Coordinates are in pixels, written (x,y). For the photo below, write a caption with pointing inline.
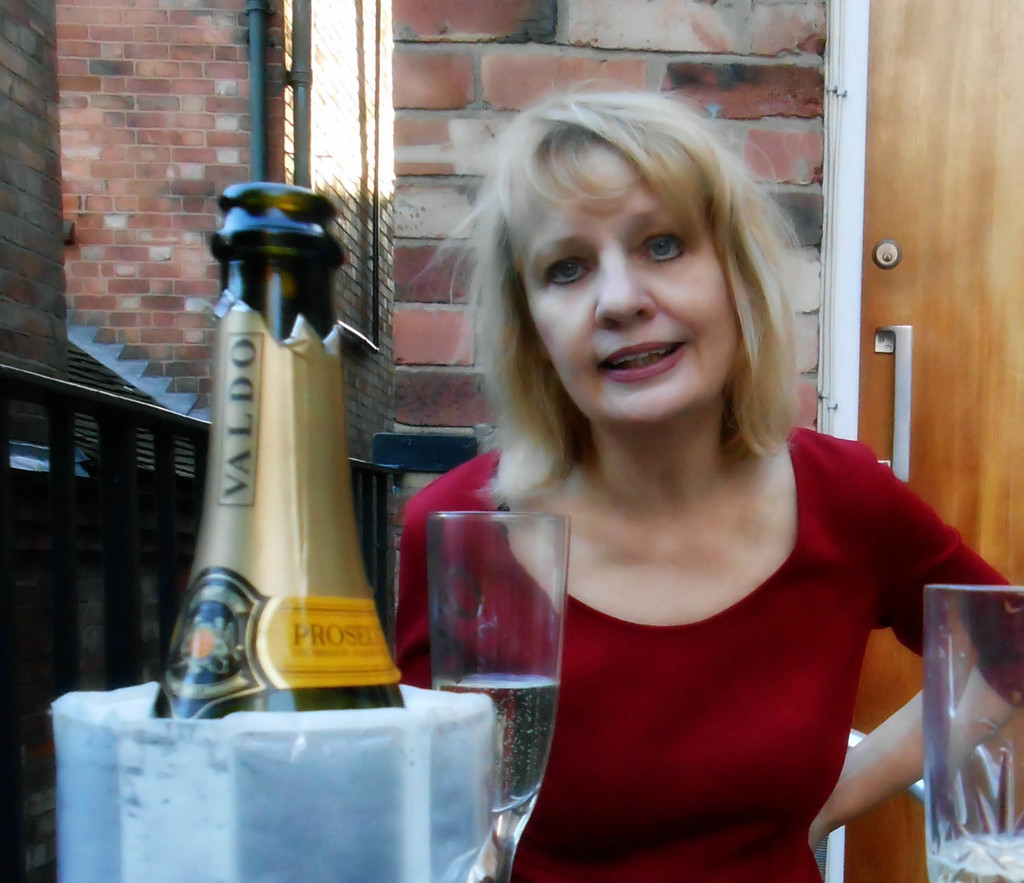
In this picture we can see a woman (676,583) in the red dress (665,685). In front of the woman (680,668), there are glasses (471,608), a bottle (280,630) and an object (268,734). Behind the woman (624,476), there is a door (949,230) and wall (570,82). On the left side of the image (43,520), there are iron grilles (55,428) and a building (80,463).
